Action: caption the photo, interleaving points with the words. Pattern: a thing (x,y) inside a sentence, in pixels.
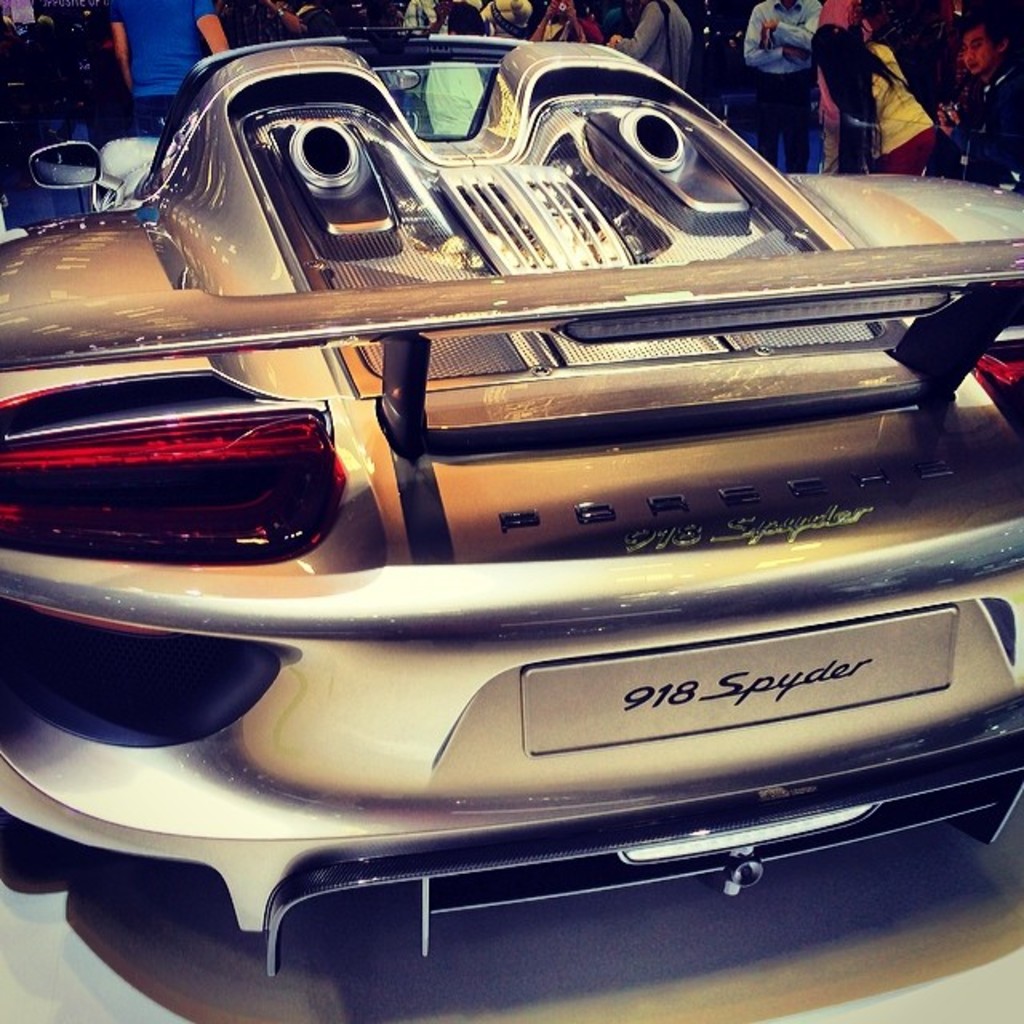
Here in this picture we can see a car (688,215) present on the floor (20,930) over there and in front of it we can see number of people (650,27) standing over there.
